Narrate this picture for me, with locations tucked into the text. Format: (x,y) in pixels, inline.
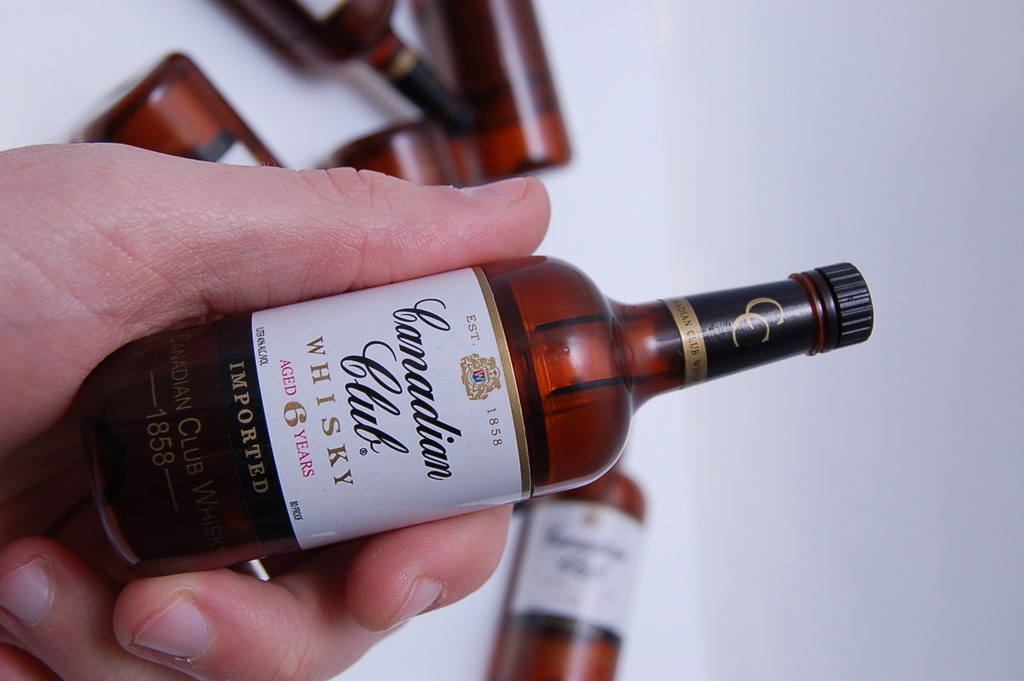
In this picture I can see there is a person (347,219) holding a small bottle (292,398) in his hand (69,424) and in the backdrop (741,533) there is a white surface (776,225) and there are many more bottles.
